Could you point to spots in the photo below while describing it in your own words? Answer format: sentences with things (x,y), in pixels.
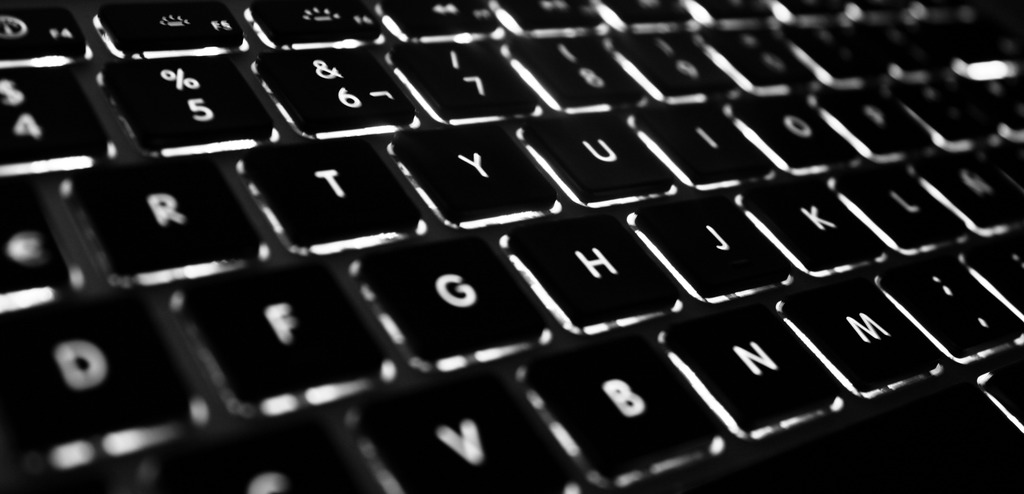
In the foreground of this image (401,346), there are buttons (489,92) on a keyboard (251,215) and there are letters (342,194), numbers (347,102) and special characters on it.
